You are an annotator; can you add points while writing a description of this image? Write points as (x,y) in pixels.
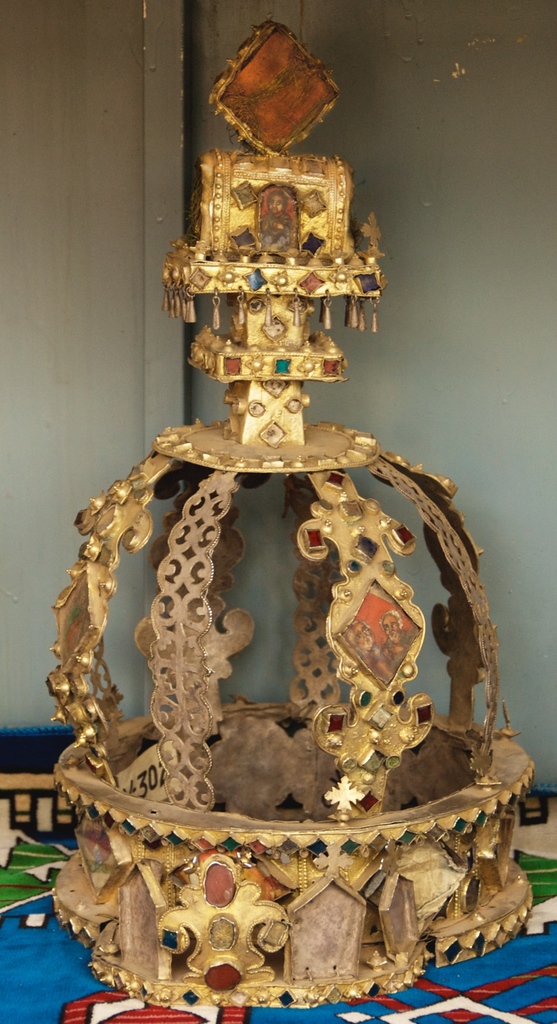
In this image we can see a crown (302,969) placed on the carpet (461,983).
